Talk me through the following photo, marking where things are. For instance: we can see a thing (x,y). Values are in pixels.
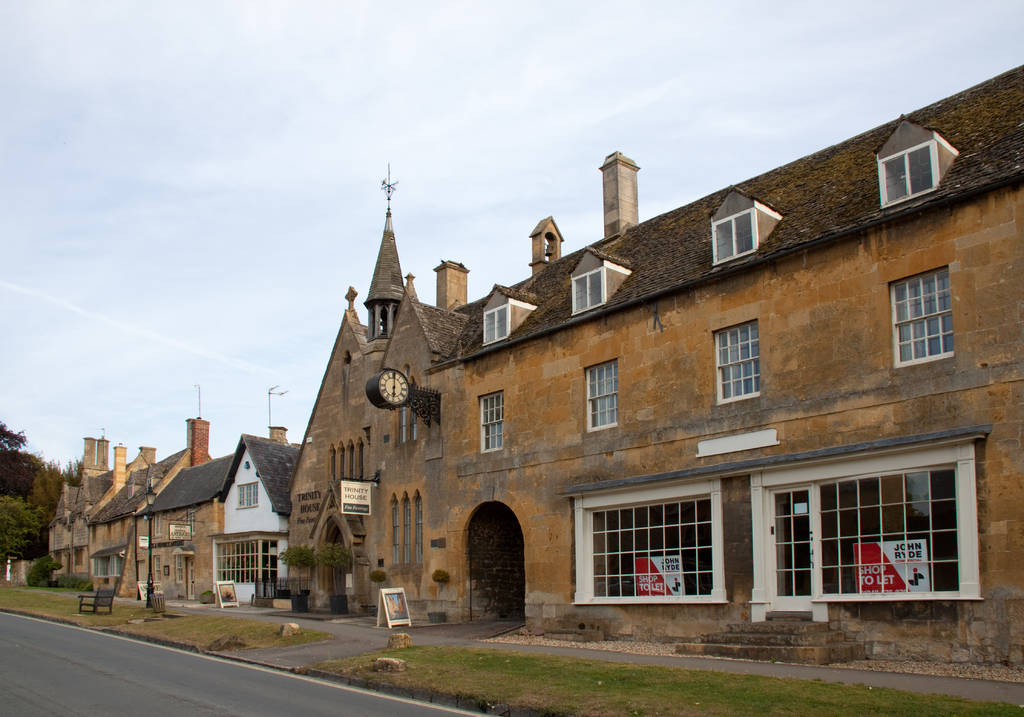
This image is taken outdoors. At the bottom of the image (235,682) there is a road (182,682) and a ground (467,676) with grass (682,712) on it. At the top of the image (180,183) there is a sky (354,71) with clouds (654,110). In the middle of the image (612,451) there are a few houses (536,518) with walls (885,417), windows (581,529), doors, grills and roofs (162,463). There are a few signboards (364,499) and a few boards (223,601) with text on them. There is a clock (379,398). On the left side of the image (26,545) there is a tree (47,521).
